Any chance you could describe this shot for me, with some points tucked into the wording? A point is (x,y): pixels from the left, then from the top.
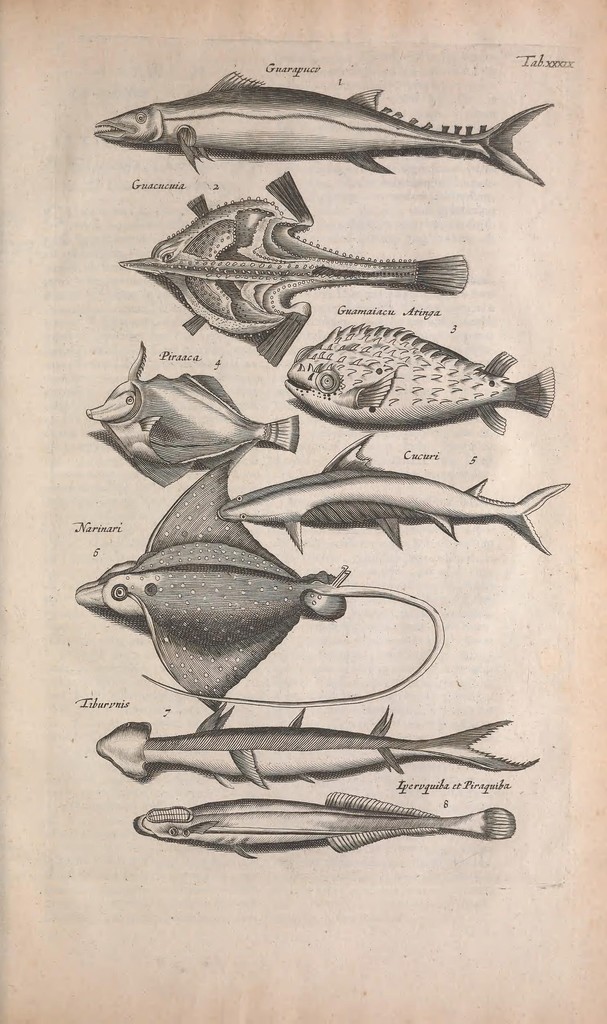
In this image I can see a paper (405,610) and on it I can see sketches (133,114) of different type of fishes (192,322). I can also see something is written at few places.
